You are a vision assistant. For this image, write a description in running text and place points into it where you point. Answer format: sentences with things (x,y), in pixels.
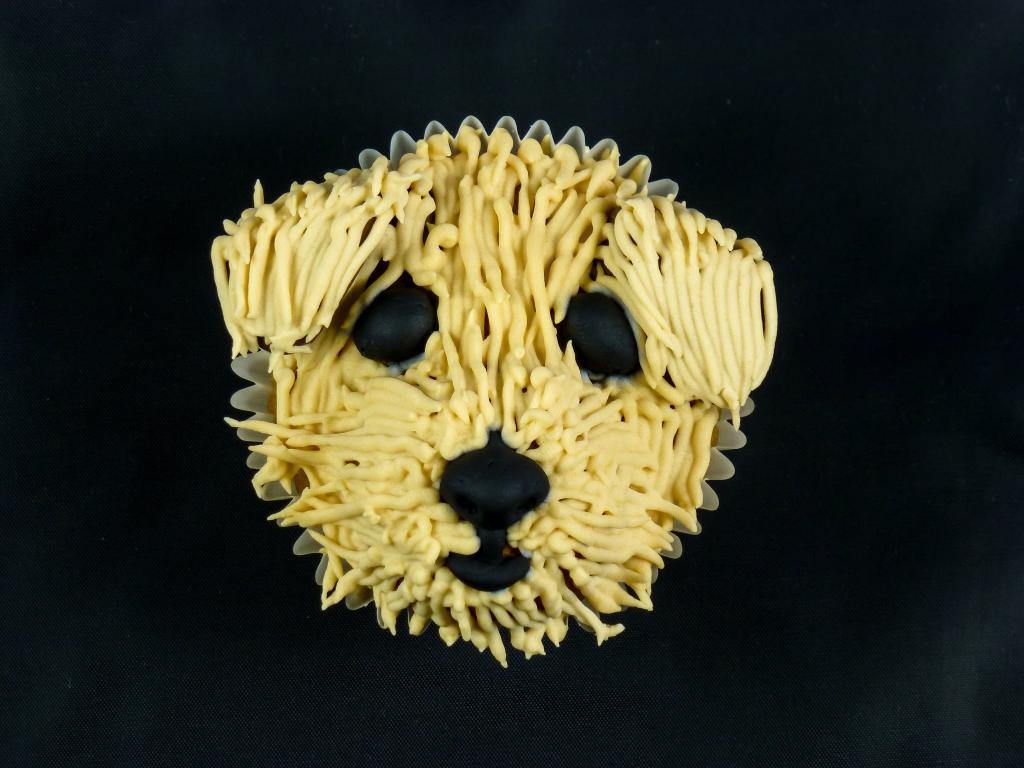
In this image we can see a food item (402,348) in a paper liner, and the background (950,510) is dark.
